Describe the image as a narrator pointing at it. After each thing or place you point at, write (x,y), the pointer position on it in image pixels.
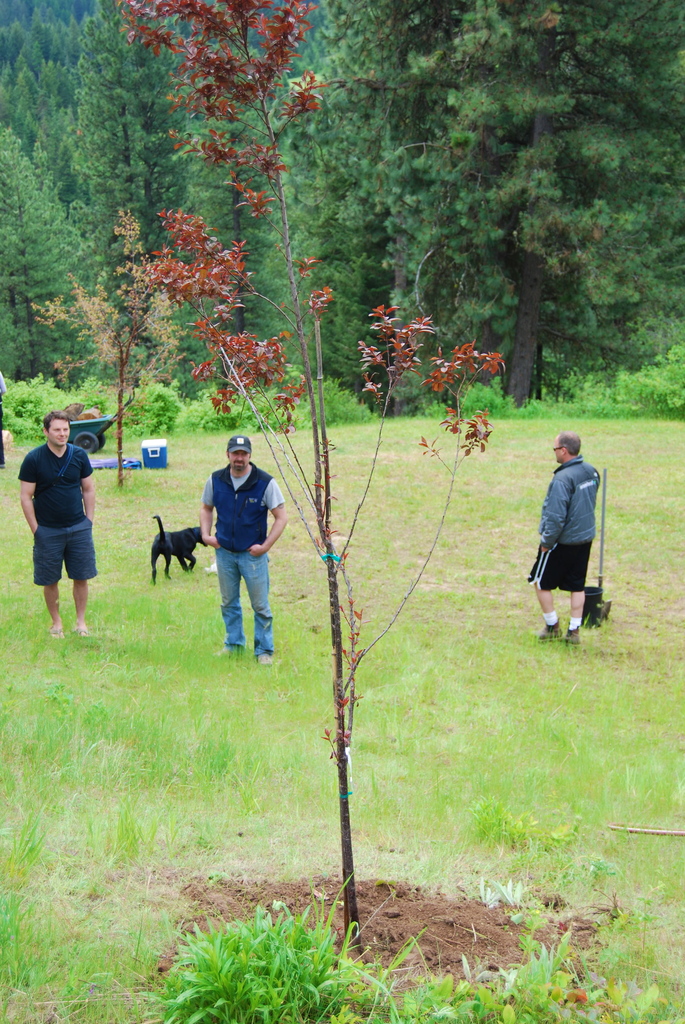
In this picture there is grassland (22,763) in the center of the image (383,435) and there are people (222,537) on the right (585,583) and left side of the image (226,549), there are trees (355,216) in the background area of the image (90,112) and there is a plant (278,156) in the center of the image (264,355).
